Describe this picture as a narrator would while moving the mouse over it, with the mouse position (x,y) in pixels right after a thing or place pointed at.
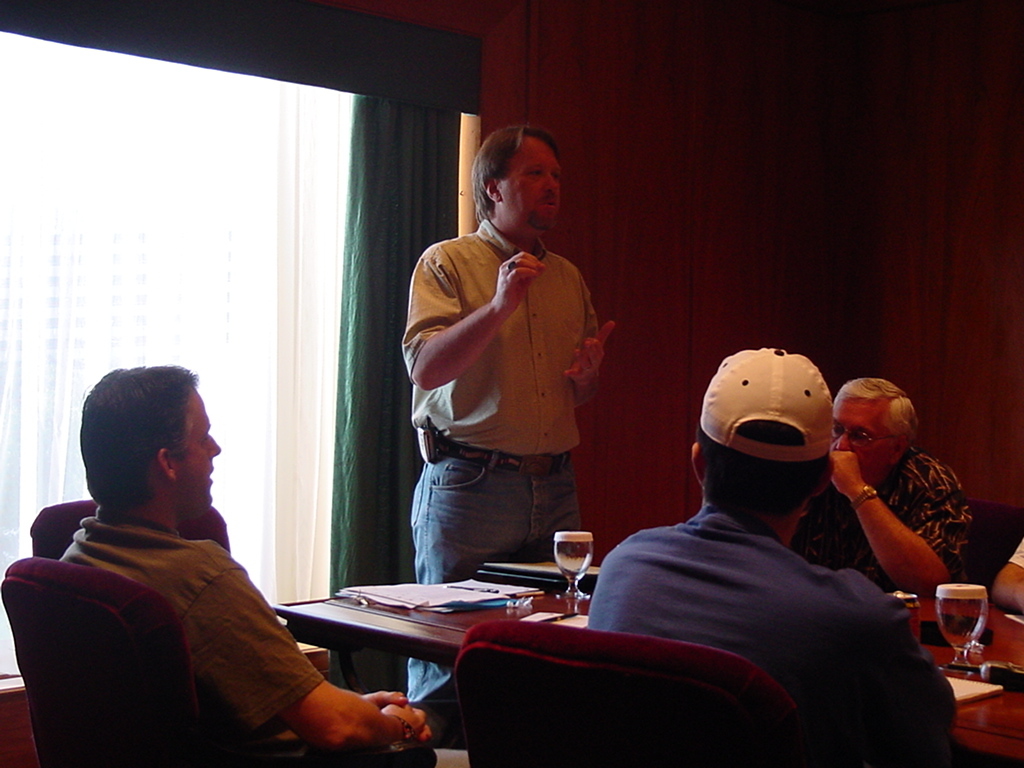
These three people (813,563) sitting on chairs (37,526). In-front of them there is a table (495,614) with papers (493,595), glasses (567,548) and objects (982,677). This man (532,428) is standing beside this table (435,625) and talking. A window (337,271) with a curtain (334,292).
